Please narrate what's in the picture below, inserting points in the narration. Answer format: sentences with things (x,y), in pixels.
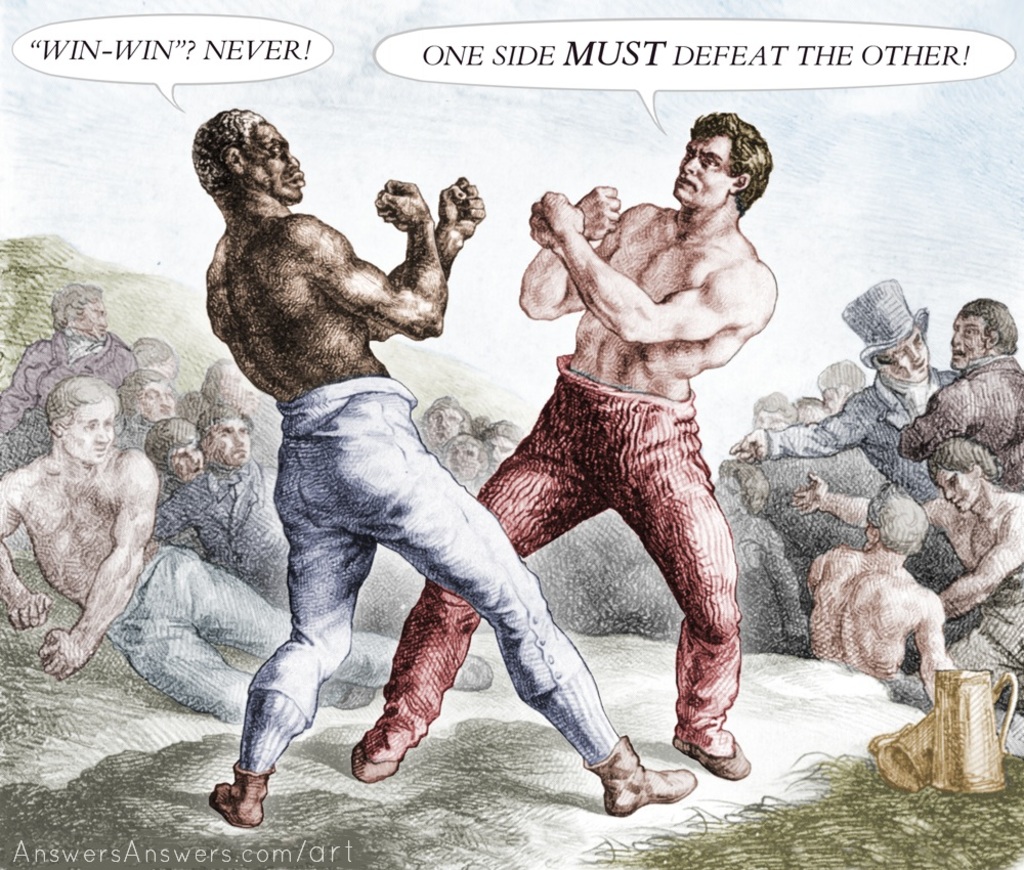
In this image there is a sketch (458,467) of two people (374,354) boxing, around them there are a few other people (817,476) watching, at the bottom of the picture (914,758) there are two jars (946,761), on the left of the image (211,859) there is some text (203,851) written, on top of the image (476,49) there is also some text (290,49) written.
